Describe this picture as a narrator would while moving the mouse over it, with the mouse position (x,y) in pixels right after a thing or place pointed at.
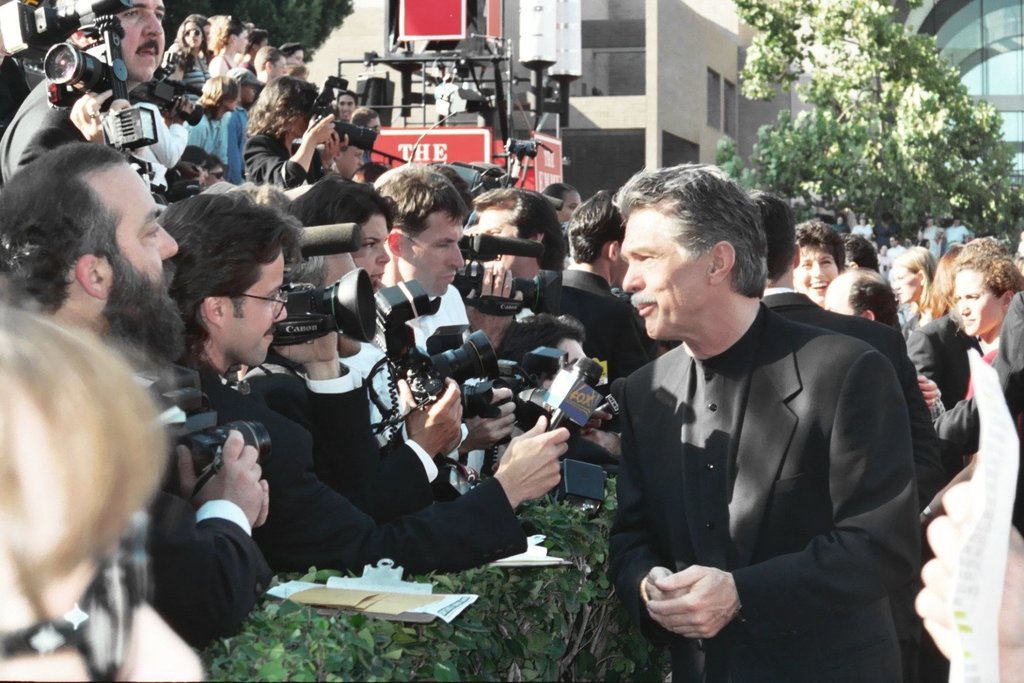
This picture is clicked outside the city. The man (683,398) in front of the picture who is wearing black blazer (785,502) is talking on the microphone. On the left side (194,287), we see many people (347,452) holding the cameras (435,376) and microphones (563,395) in their hands (440,441). They are clicking photos on the camera (290,309). Behind them, we see people (286,70) standing. At the bottom of the picture (387,602), we see shrubs (484,630) on which papers (382,576) and books (418,586) are placed. In the background (752,115), there are trees (803,34) and buildings (614,104).
